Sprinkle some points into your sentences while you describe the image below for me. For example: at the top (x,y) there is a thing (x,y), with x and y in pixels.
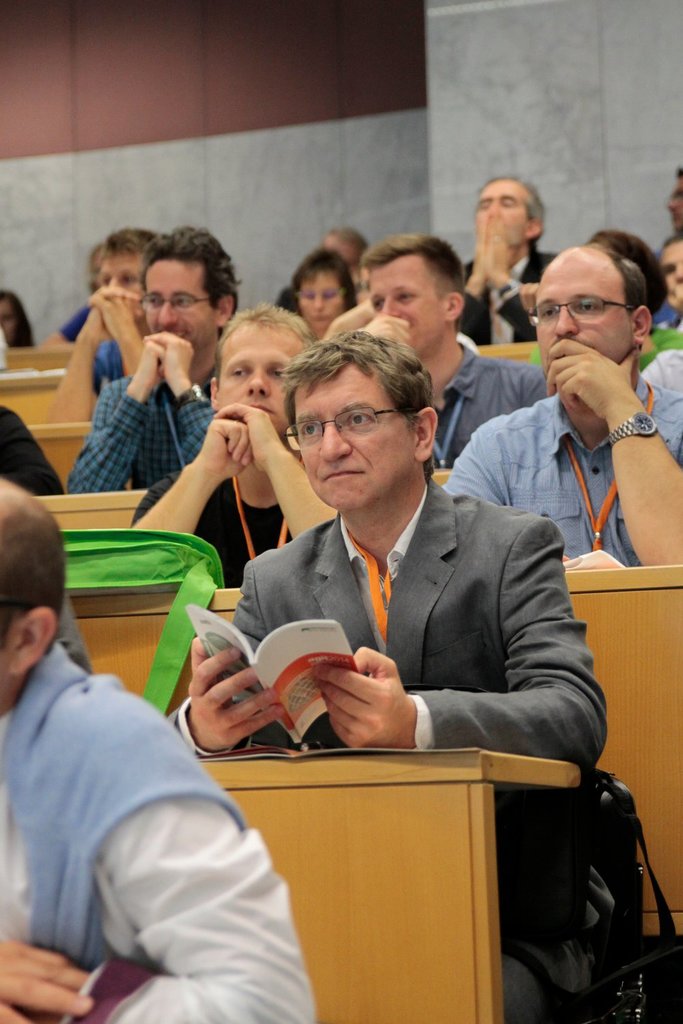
In this there are a group of people (388,572) sitting and reading a book (240,660).
